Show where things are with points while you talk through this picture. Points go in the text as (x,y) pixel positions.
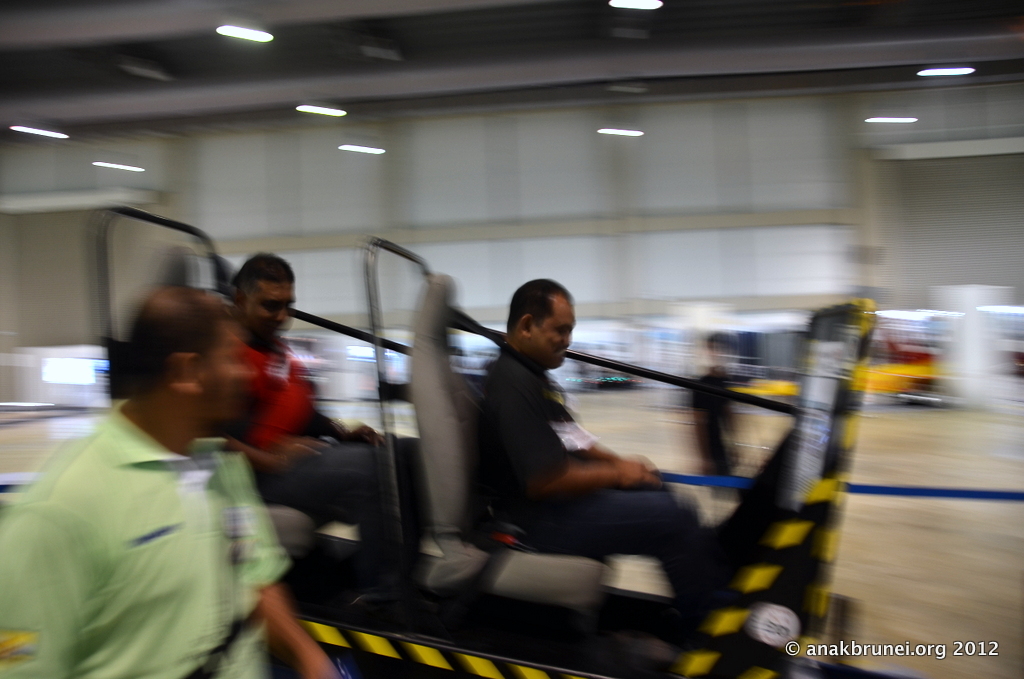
This is a blur image. In this image, in the middle (498,386) and on the left side (271,450), we can see two men (542,525) are sitting and a riding on the vehicle (774,592). In the background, we can see a person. At the top (264,46), we can see a roof (988,61) with few lights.
